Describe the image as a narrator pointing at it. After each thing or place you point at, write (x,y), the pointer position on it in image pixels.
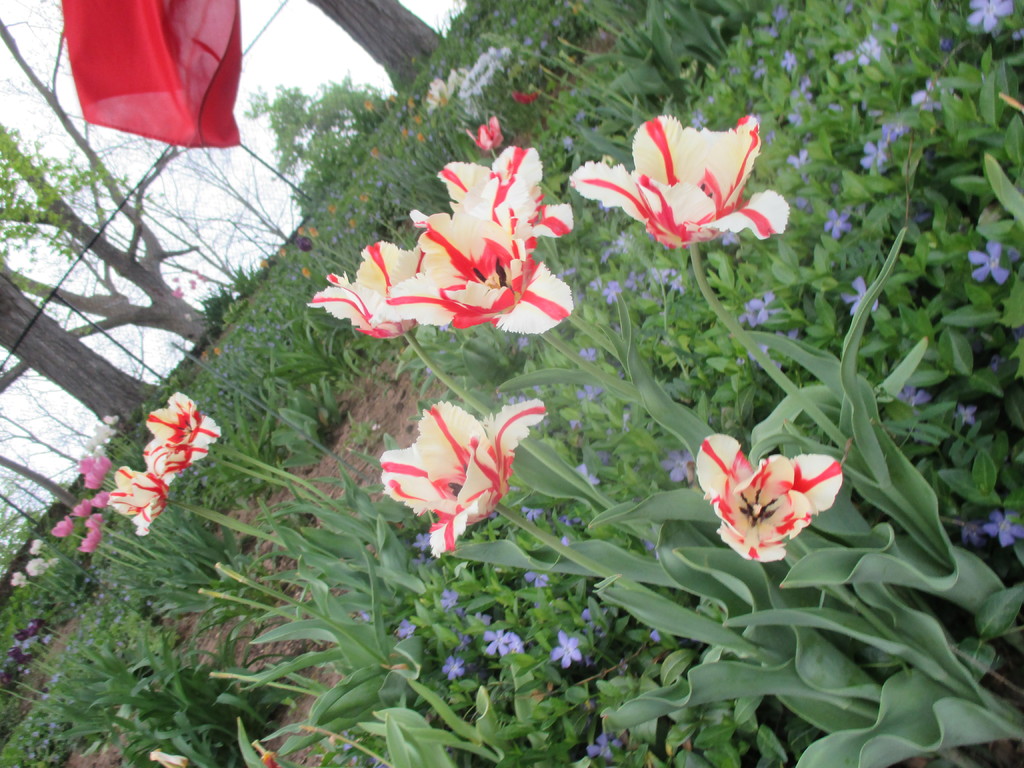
In this image there are flowers (781,209) and plants (844,177). There are trees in the background (88,143). And there is a sky (246,8) at the top (41,252).
